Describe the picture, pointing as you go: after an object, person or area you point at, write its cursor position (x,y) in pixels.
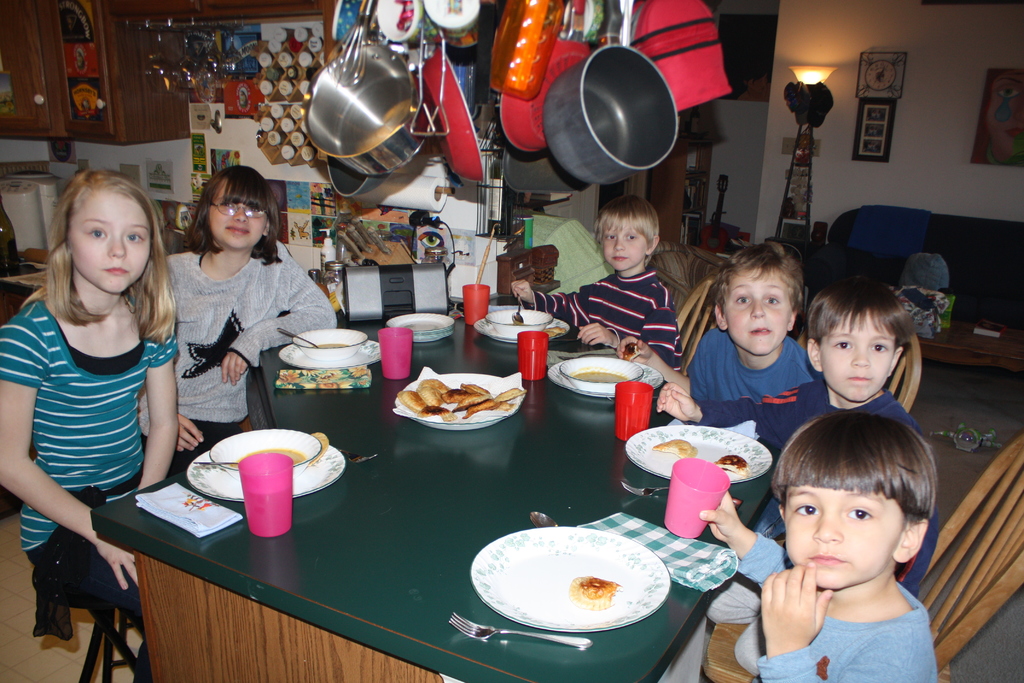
There is a dining table (458,477) on which plates (542,583) are placed along with bowls (315,349) and glasses (477,300). kids (774,414) sitting around the table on chair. there is a sofa (954,252) near the wall (903,191). A wall clock (900,81) mounted on the wall (918,137) along with a lamp (814,75). There are bowls (572,67) and vessels (397,68) which are hanging. This is a kitchen (334,180).
